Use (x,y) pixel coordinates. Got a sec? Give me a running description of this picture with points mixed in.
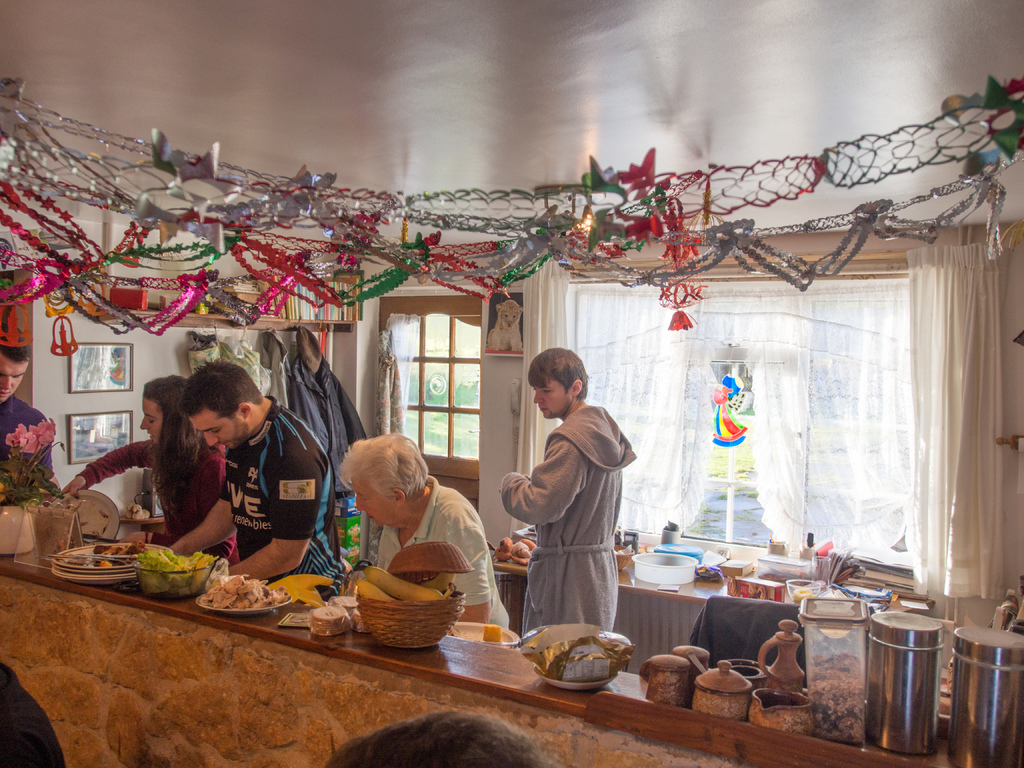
In this image we can see group of persons (319,498) standing at the countertop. On the counter top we can see food (382,586), baskets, plates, containers (742,674), flower vase (16,473). In the background (407,375) we can see door (457,374), window (657,415), curtain (654,477), countertop (724,573), spatulas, clothes (321,370), person (611,565) and photo frames (93,364). At the top of the image (689,248) we can see decors (875,214). At the bottom (458,745) there is a person's head (400,742).
